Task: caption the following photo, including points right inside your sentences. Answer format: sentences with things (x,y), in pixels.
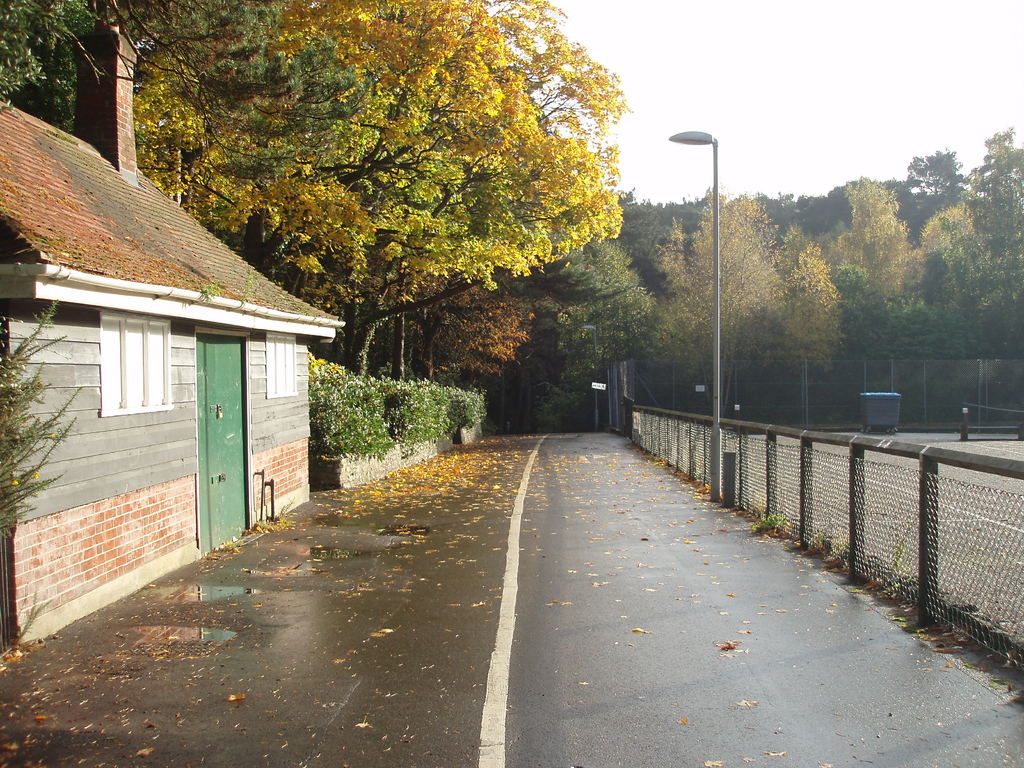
In this image there are leaves (495,464) on the road (547,466), a house (207,348), few trees (927,308), fence (843,496), a bin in the court (981,477), street light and the sky (798,82).
